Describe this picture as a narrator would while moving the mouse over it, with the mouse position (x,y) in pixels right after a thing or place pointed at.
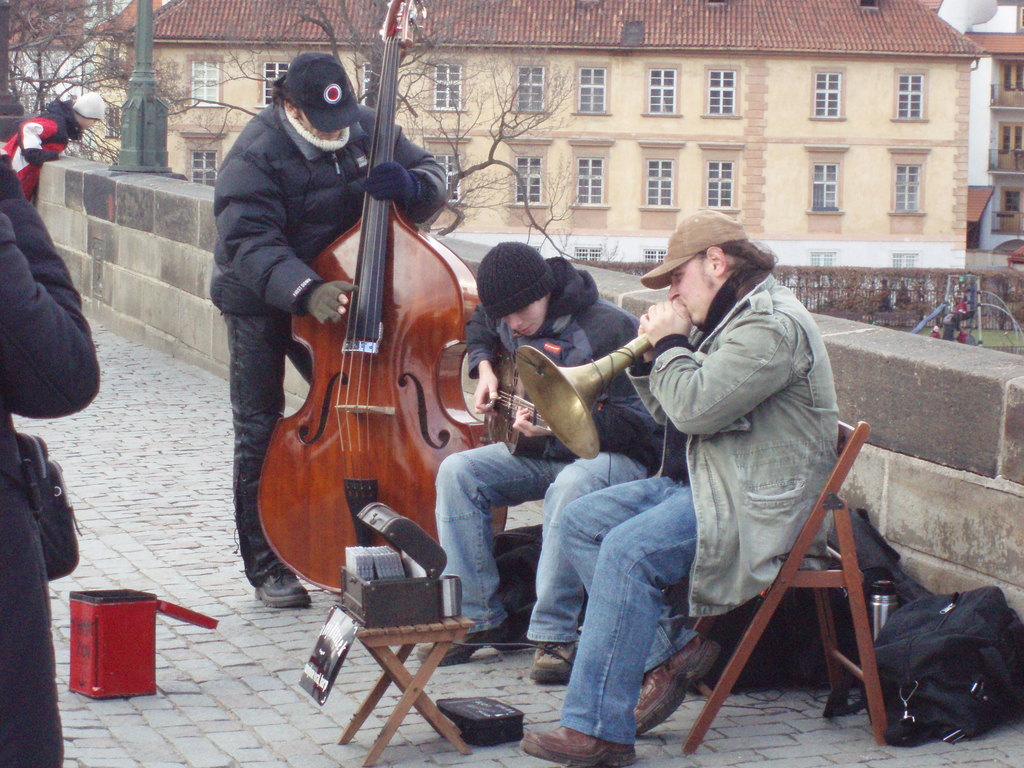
In this picture there are people (402,190) in the center of the image (533,316), they are performing the music and there are other people (27,274) on the left side of the image (22,290), there are buildings (544,98) at the top side of the image (681,159).
